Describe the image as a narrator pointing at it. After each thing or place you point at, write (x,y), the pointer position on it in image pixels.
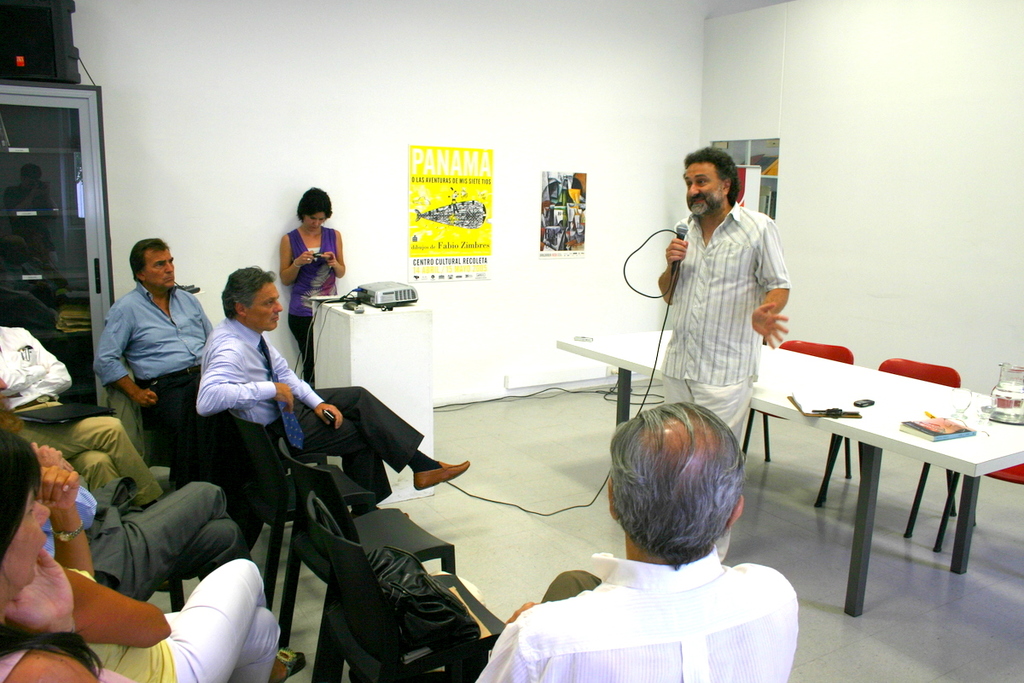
In this image there are group of persons (63,437) sitting on the chairs (357,614), person (719,252) standing and holding a mike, another person (286,281) standing and holding an object (322,256), projector (406,291), papers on the pad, jug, and some objects (966,423) on the table (1006,450), posters (484,176) stick to wall (499,176), wardrobe (28,123), speaker (69,39).
